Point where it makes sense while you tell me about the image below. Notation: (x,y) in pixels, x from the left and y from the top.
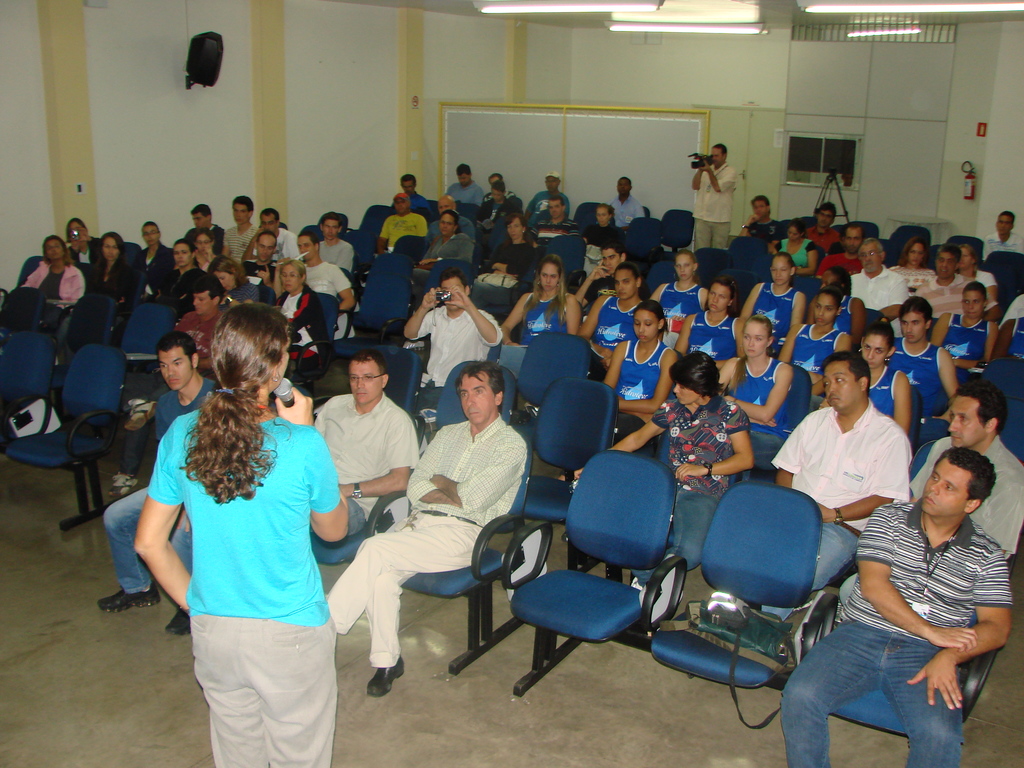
There are many people (482,446) sitting in the chairs (468,362) in this room (395,279) and there is a woman (225,452) standing and holding a mic (285,390) in her hand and speaking. In the background (702,239) there is a man (705,177), holding a video camera (703,161) and we can observe a wall (901,143) and some speakers (216,59) here.
